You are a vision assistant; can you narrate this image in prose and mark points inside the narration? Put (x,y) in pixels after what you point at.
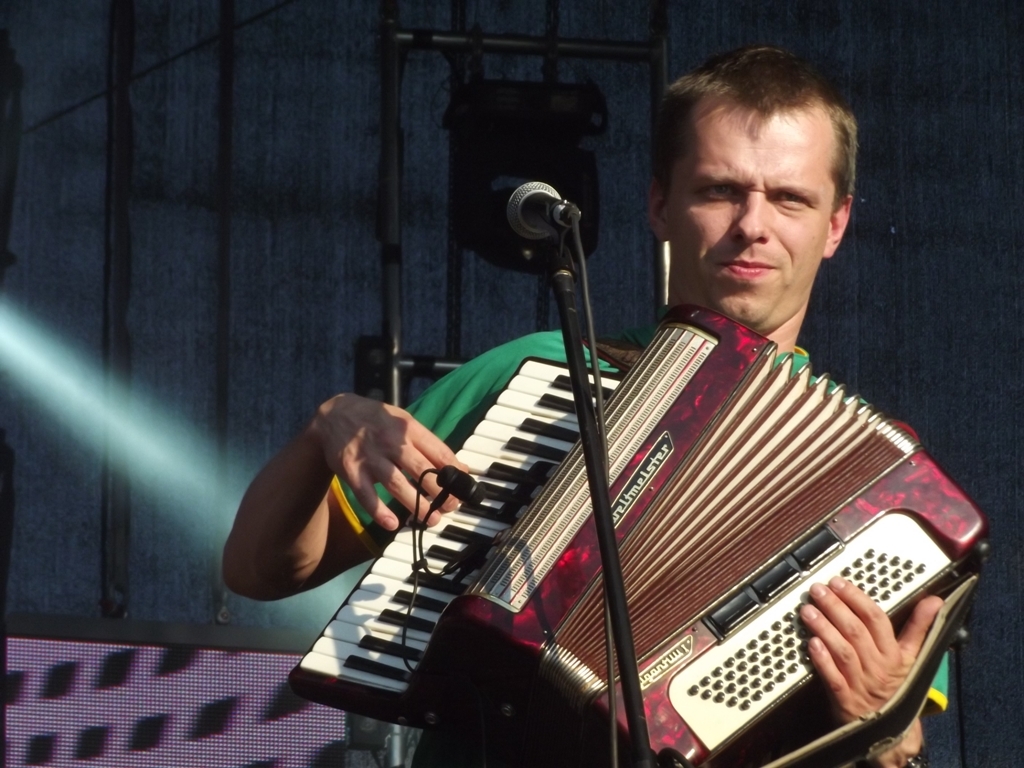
To the front (576,373) middle of the image (565,277) there is a stand (572,338) with mic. Behind the stand (598,441) there is a man (700,219) playing the musical instrument (598,579). Behind the man (307,485) in the background (394,262) there are poles (661,26) with black object (477,187) to it.
